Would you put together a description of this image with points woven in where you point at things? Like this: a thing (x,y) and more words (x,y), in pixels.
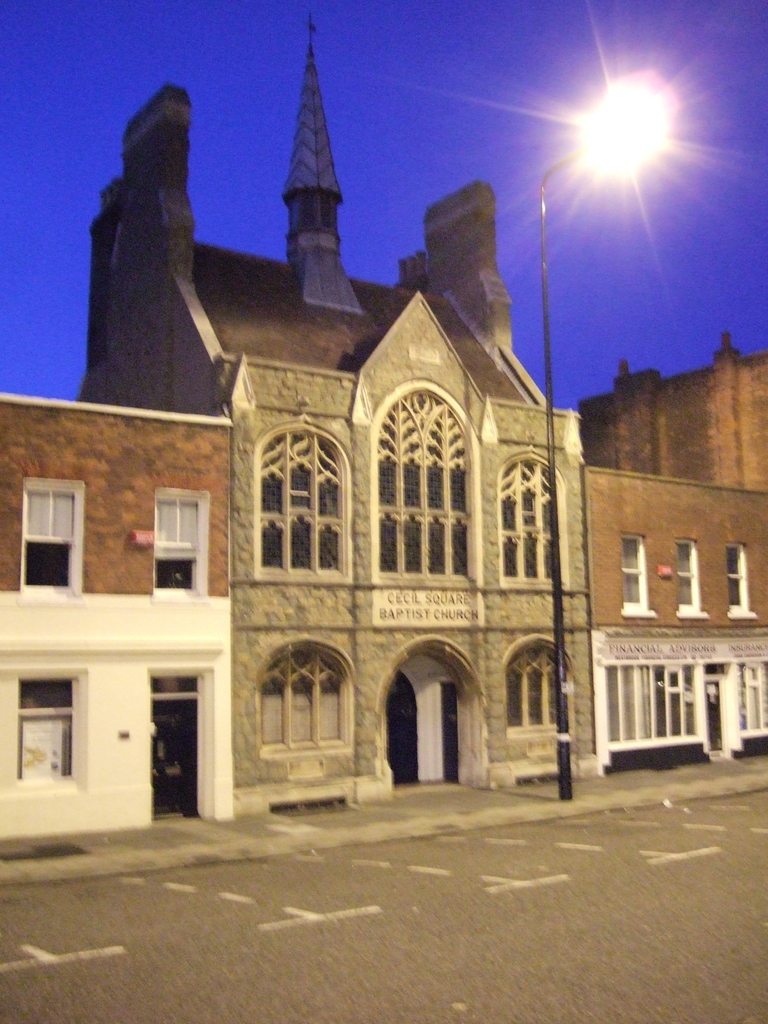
In this image we can see a building (315,540) with windows (318,540) and a sign board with some text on it. We can also see a street pole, the pathway (525,959) and the sky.
